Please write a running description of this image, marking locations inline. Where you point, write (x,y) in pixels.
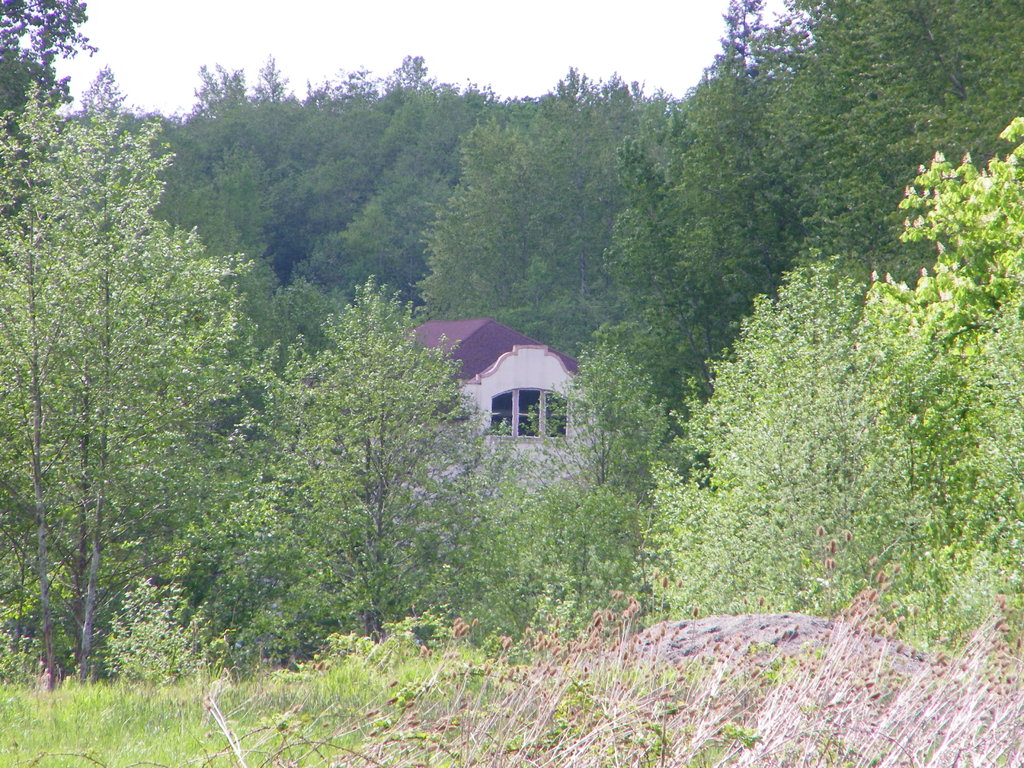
In this image, we can see so many trees (947,210), plants (154,596), grass (972,689). In the middle of the image (488,374), we can see a house (477,411), wall (515,375) and window (564,425). Top of the image (610,39), there is a sky (418,50).
